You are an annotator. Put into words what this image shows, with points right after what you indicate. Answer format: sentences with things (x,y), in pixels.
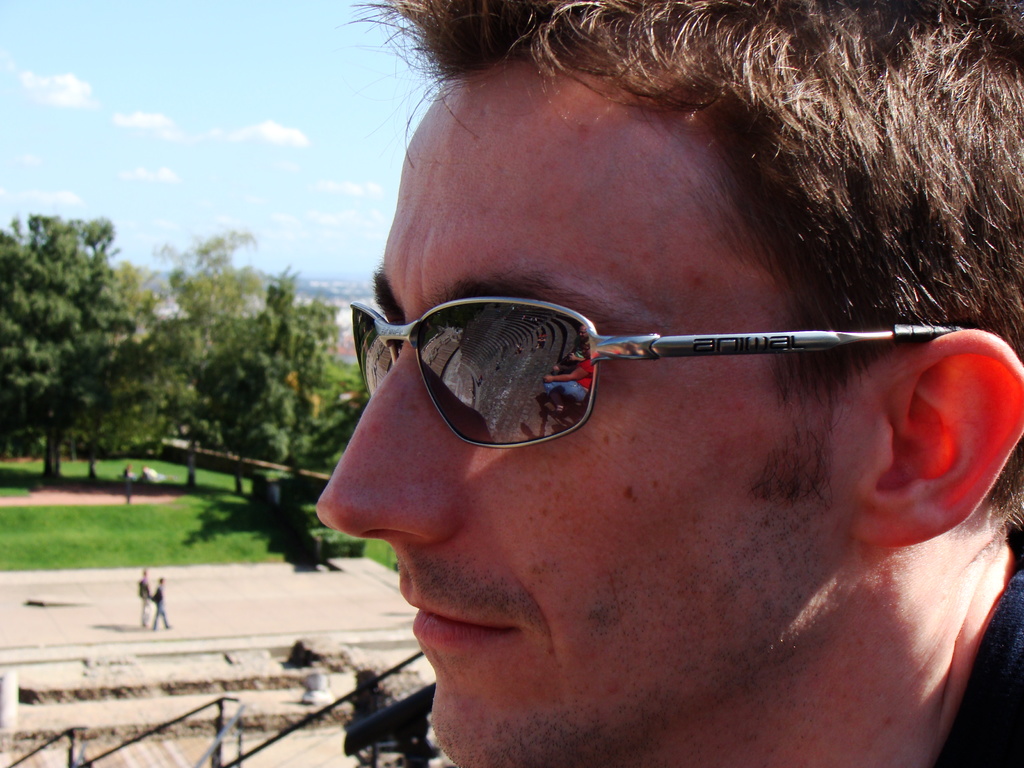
In this picture we can see a man (602,398) wore goggles (356,318), two people (153,589) on the ground (179,644), fence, trees (145,365), grass (225,494) and some objects (373,673) and in the background (332,157) we can see the sky (285,169) with clouds (327,210).
